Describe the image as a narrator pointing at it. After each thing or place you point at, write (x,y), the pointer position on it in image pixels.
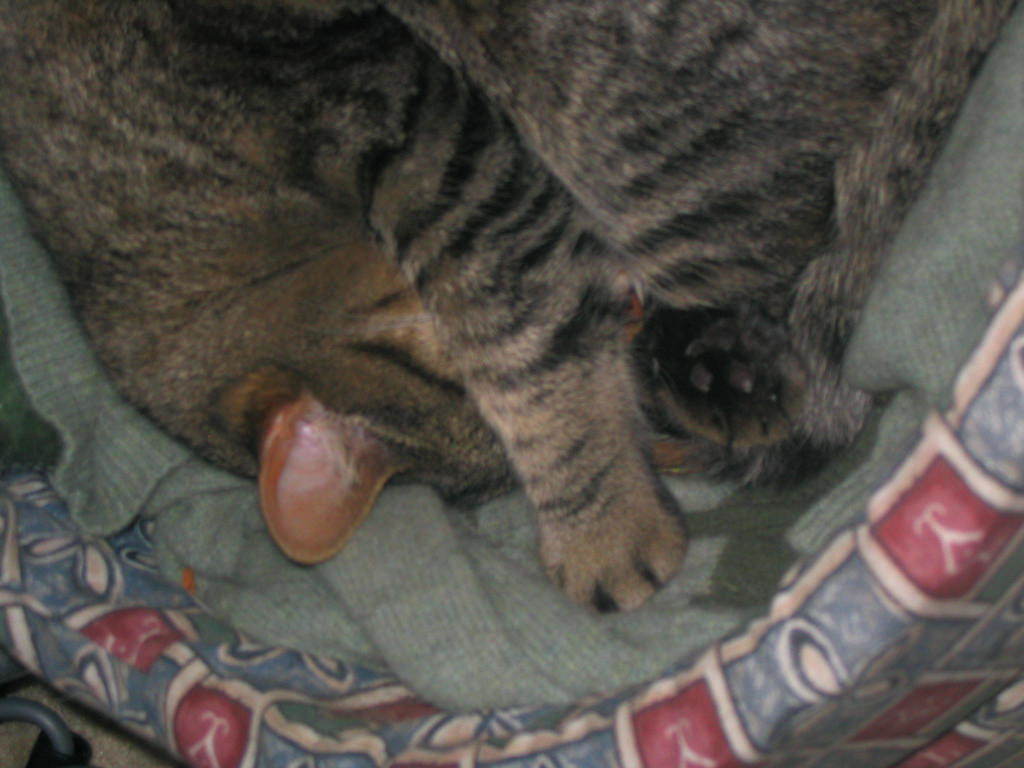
In this image we can see an animal (439,388) in a blanket (465,546). The blanket (463,601) is placed on the object (1019,514) which looks like a bed (40,660).
